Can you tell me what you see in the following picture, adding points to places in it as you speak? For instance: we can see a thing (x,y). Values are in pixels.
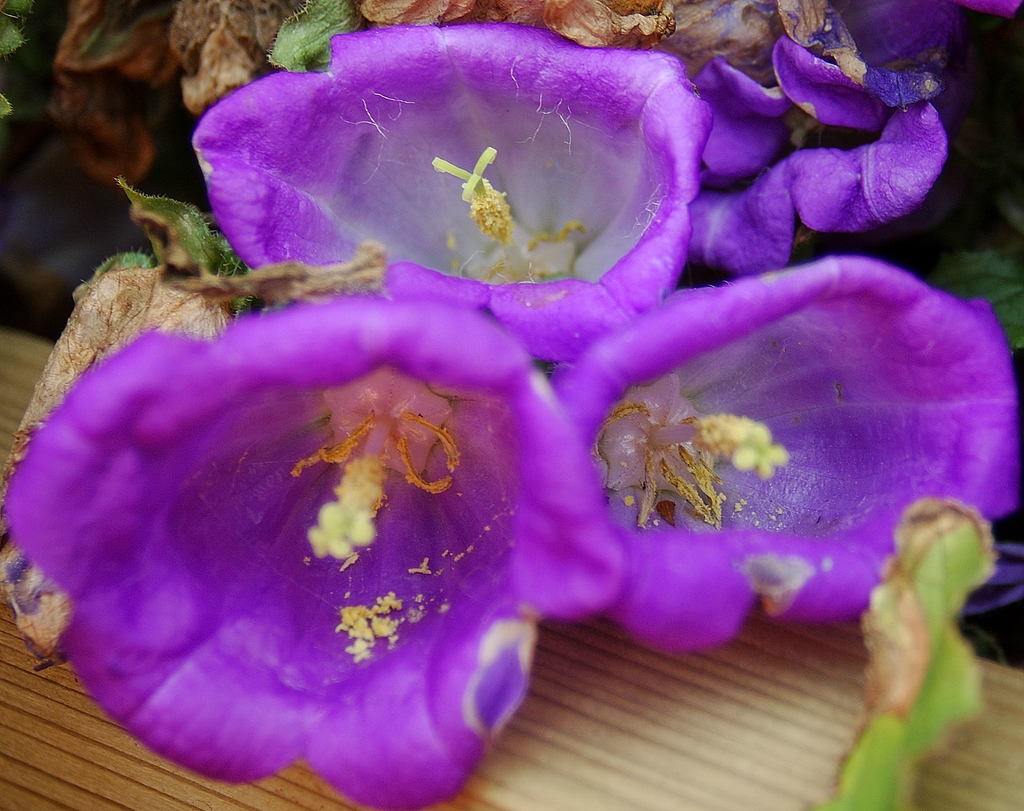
In the center of the image (572,522) we can see one wooden object (554,680) and flowers (383,730), which are in violet and white color. In the background (107,69) we can see plants (119,74) and a few other objects (107,69).
